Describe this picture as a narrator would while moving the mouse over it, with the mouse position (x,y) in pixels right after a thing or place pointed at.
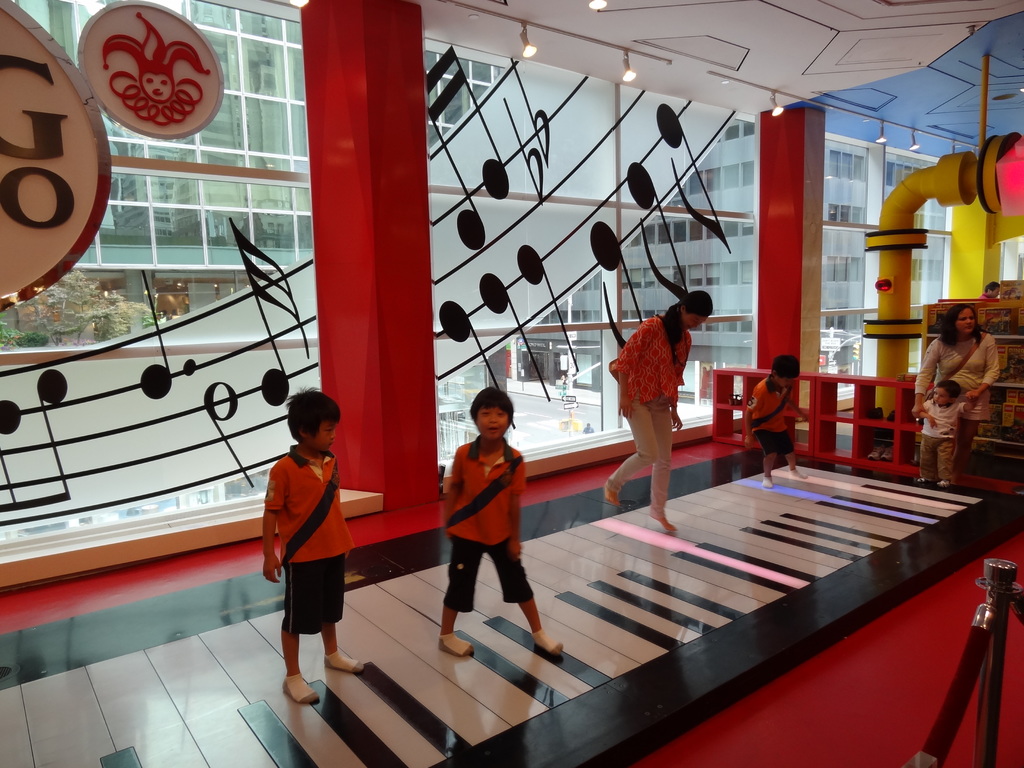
In this image I can see two children (500,526) wearing red and black colored dresses (457,504) are standing on the floor (421,659) which is white and black in color. I can see a person (695,306) and a child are also standing on it. I can see the glass windows (261,281) through which I can see few trees (73,299) and few buildings (302,214). I can see few yellow colored pipes (947,169), two boards (22,283), a person (925,395) and child (950,423) standing, the red colored floor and few other objects (799,97).
